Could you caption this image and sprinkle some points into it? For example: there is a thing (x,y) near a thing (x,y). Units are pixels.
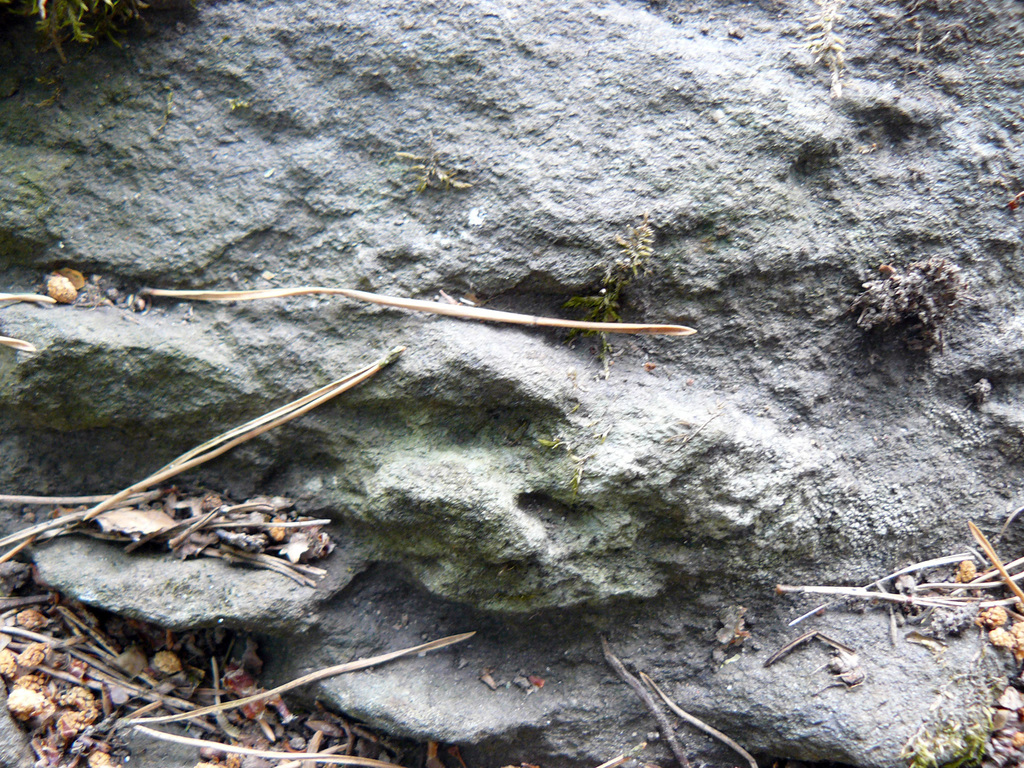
In this image we can see rock surface (610,405), seeds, and sticks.
